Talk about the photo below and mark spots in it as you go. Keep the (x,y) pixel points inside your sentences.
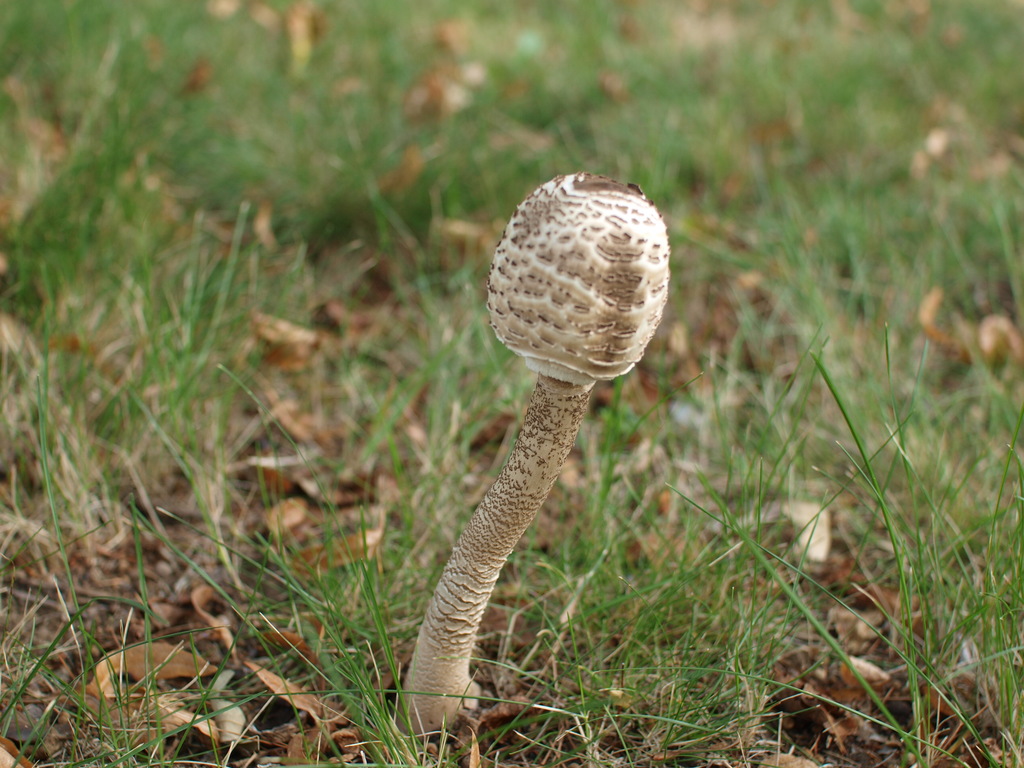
In this picture there is a mushroom (641,241). At the bottom (741,635) there is grass (731,652) and there are dried leaves (267,641).
